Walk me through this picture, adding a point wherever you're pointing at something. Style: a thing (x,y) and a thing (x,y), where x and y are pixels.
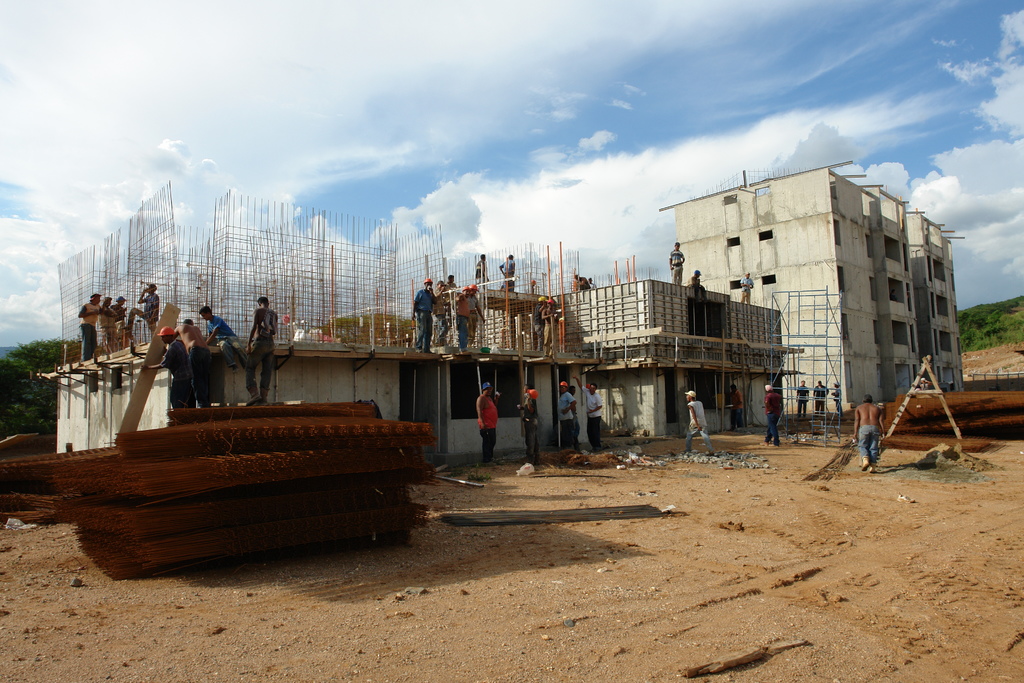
There are groups of people (430,332) standing. I can see the newly constructed buildings (589,328). These are the bunch of iron rods (186,441), which are arranged in an order. I think this is a ladder (955,429). In the background (41,392), I can see the trees (966,318). These are the clouds (390,17) in the sky (578,154).
